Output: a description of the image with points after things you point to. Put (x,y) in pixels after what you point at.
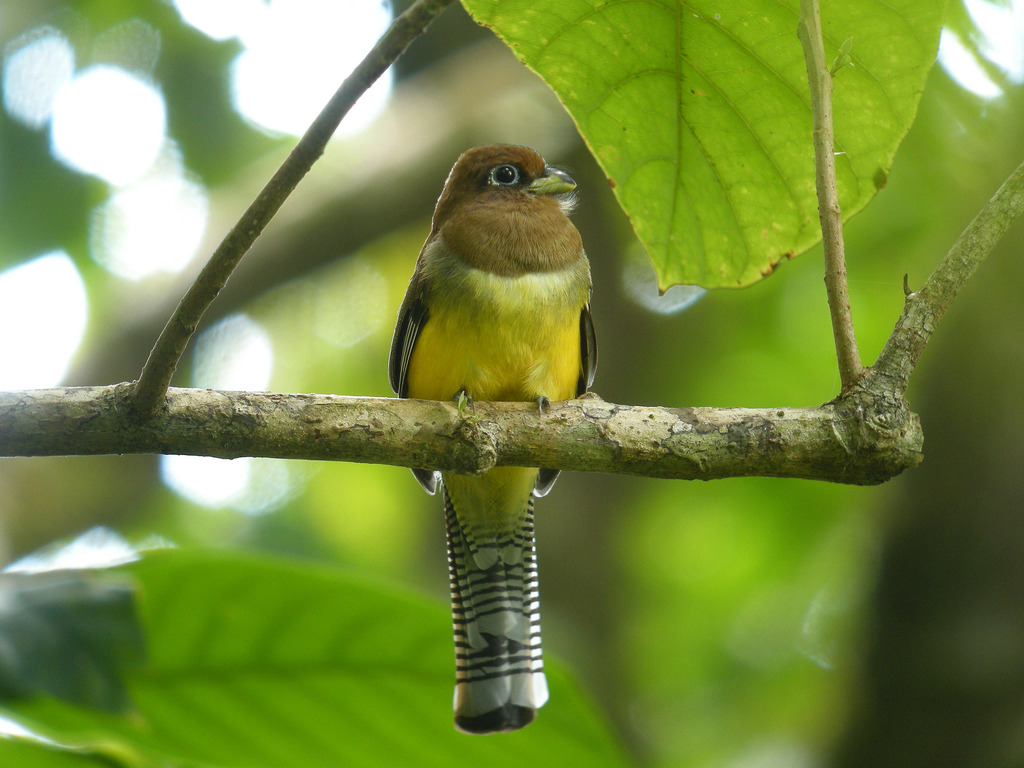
This image consists of a bird (530,264) sitting on a stem (500,413). In the background (185,475), there are green leaves (268,730).
